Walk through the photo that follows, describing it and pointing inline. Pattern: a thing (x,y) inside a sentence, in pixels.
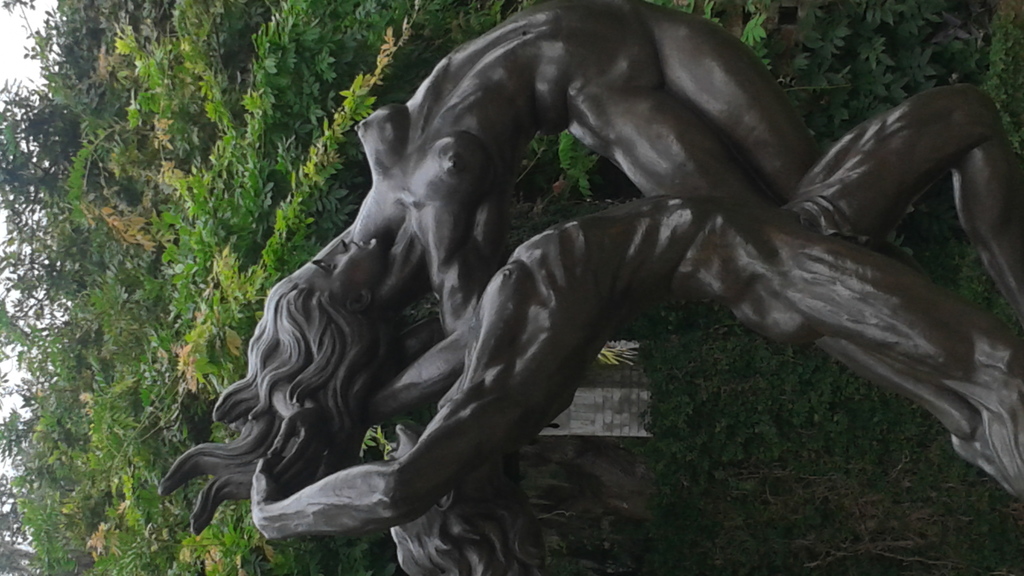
In this image in the foreground (717,189) there is one statue (617,264), and in the background (205,107) there are some plants (923,32) and house (613,415).
